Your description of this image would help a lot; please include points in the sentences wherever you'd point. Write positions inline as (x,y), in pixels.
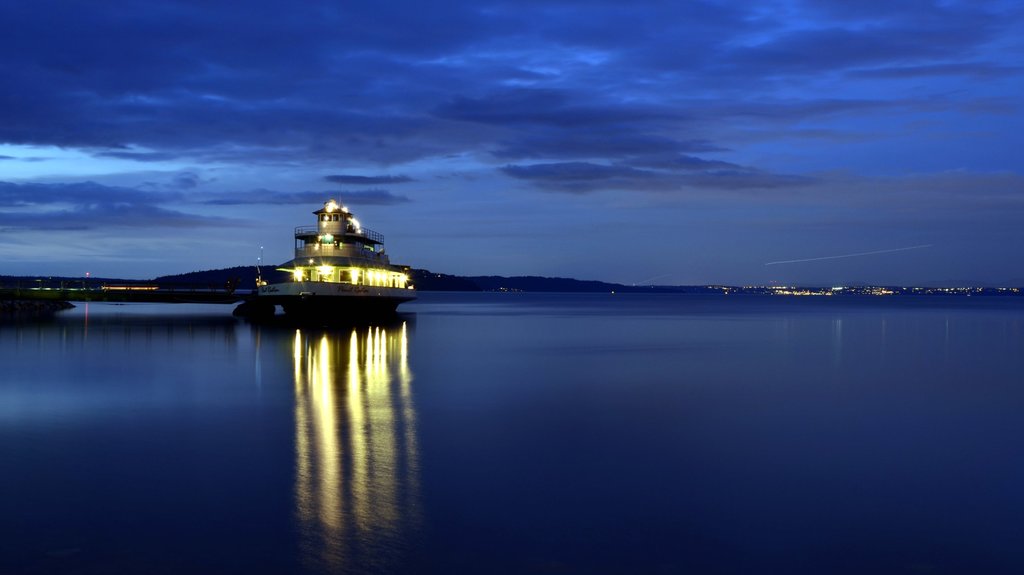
In this picture I can see a ship (329,283) in the water (353,382) and I can see few buildings (758,287) and few lights (296,274) and I can see a blue cloudy sky (460,176).
